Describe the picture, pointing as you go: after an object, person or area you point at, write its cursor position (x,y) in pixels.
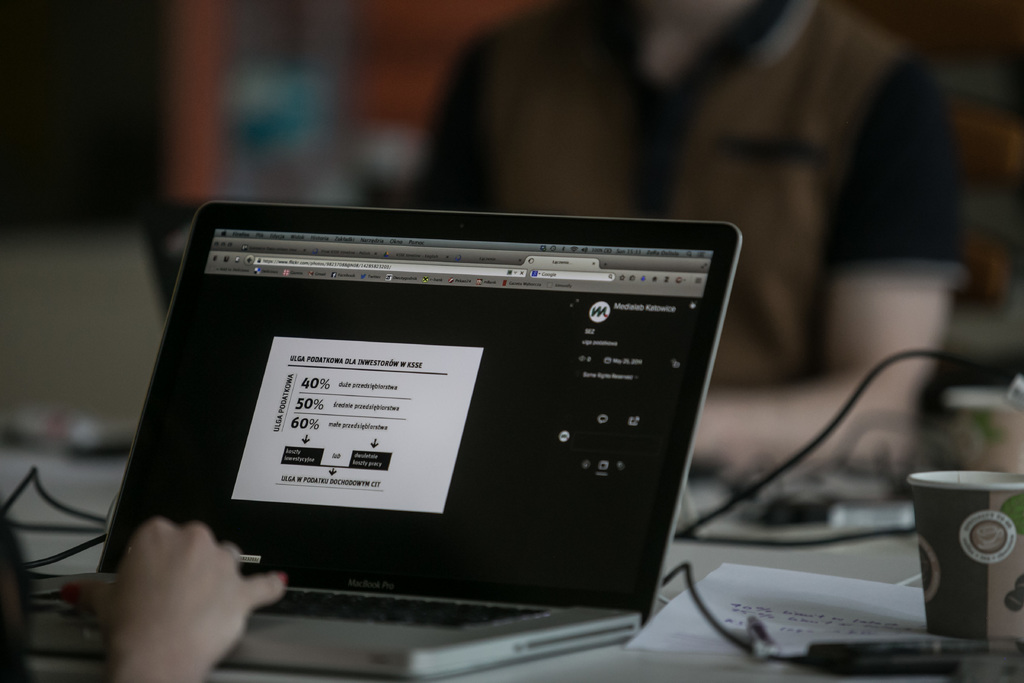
In this image I can see two persons (821,344), laptop (582,550), wires (686,568) and a cup (933,591) on the table (697,549). This image is taken may be in a hall (338,5).
